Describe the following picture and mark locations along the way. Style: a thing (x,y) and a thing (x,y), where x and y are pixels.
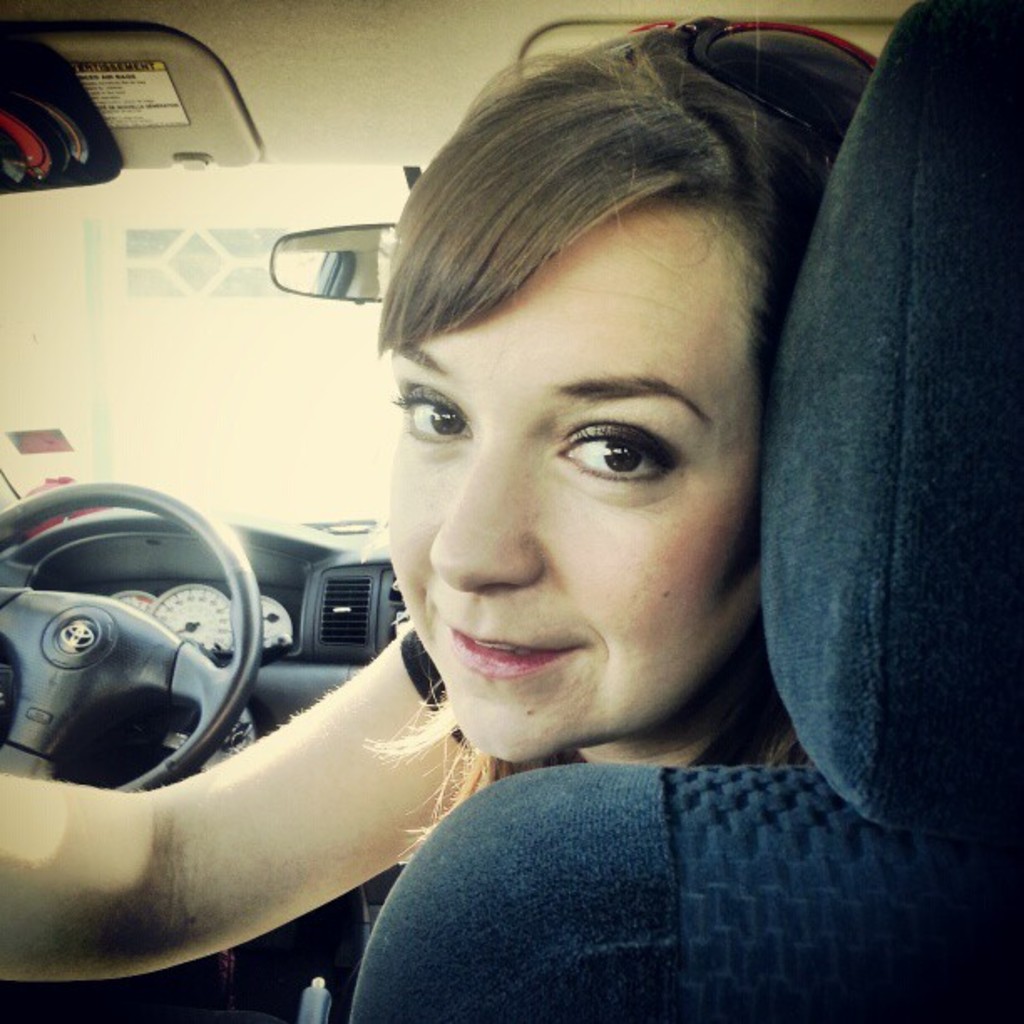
In the picture there is a woman (540,736) sit inside a car (100,681) beside driver seat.
